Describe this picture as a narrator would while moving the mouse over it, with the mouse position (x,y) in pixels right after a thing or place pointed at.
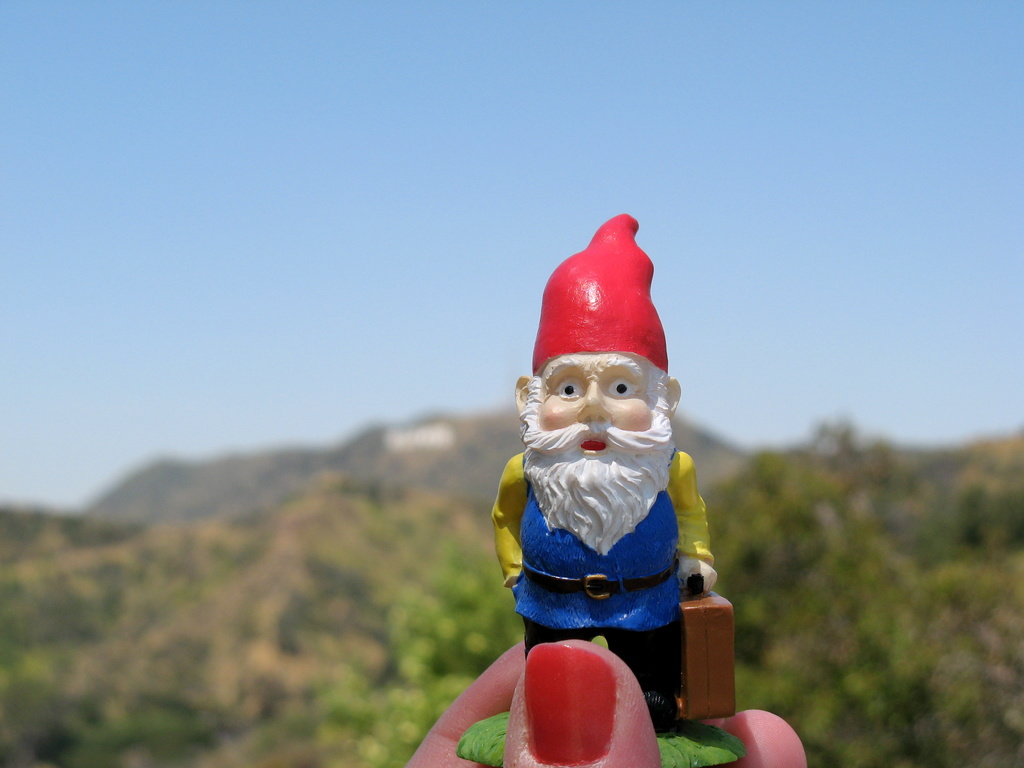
In this image we can see the hand (567,683) of a person (532,656) holding a toy (599,502). In the background (448,555) there are trees (1023,535), mountains (303,518) and the sky (260,162).
